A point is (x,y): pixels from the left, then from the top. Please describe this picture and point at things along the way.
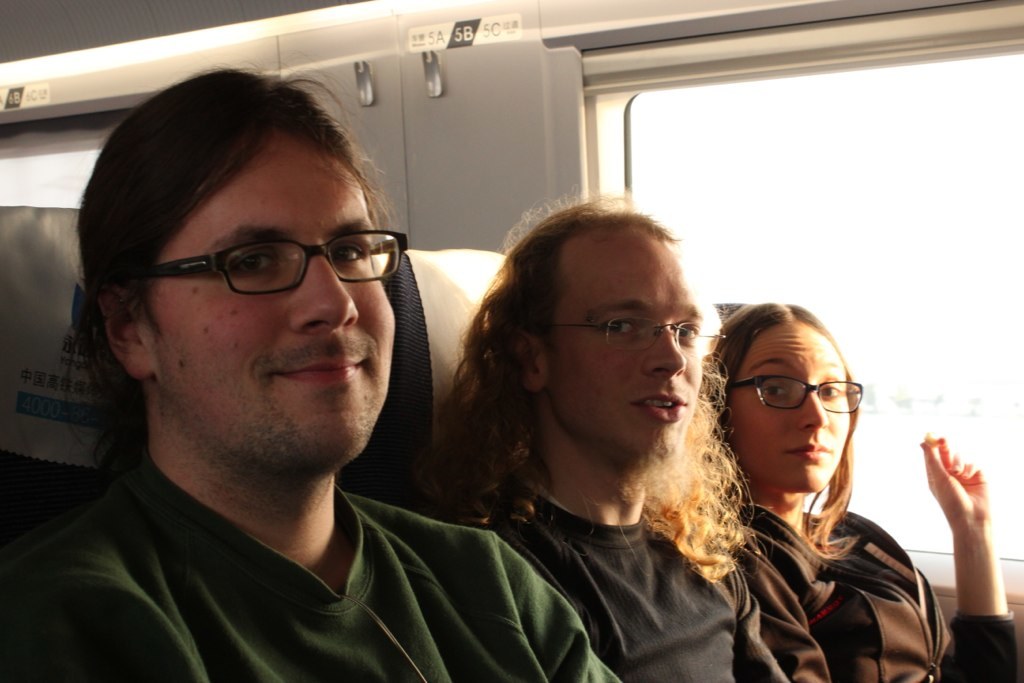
In the center of the image (504,330) we can see three people (634,437) sitting in the vehicle (432,352). On the right (755,295) there is a window (904,385).
